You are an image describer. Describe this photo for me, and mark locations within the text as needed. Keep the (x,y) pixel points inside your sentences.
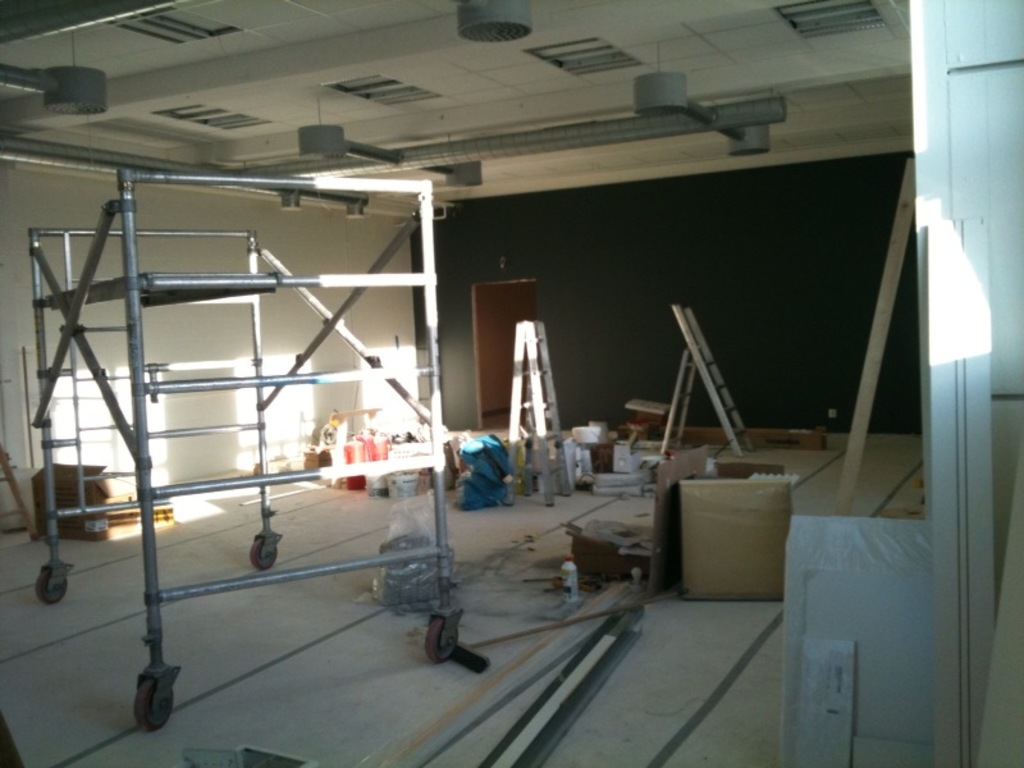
In this image I can see metal rods (261,512), few carton boxes (749,493), few ladders (528,415) and many more other stuffs (570,467) on floor (404,665).
